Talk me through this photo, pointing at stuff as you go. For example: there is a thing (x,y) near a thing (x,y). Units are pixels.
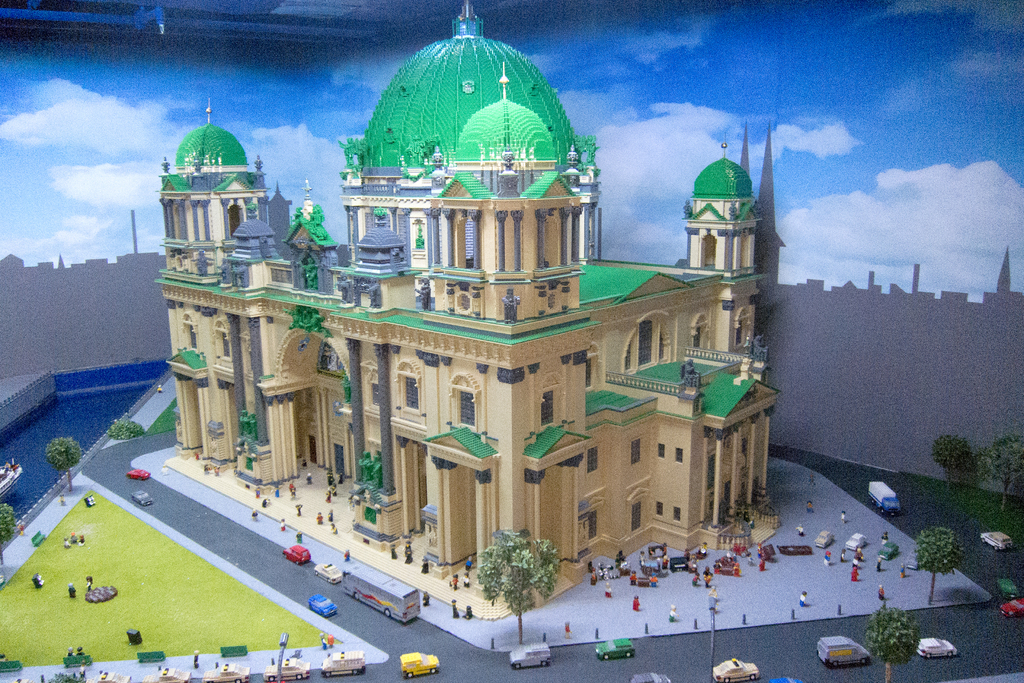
In this image there is a palace (373,341) and roads (457,650).
